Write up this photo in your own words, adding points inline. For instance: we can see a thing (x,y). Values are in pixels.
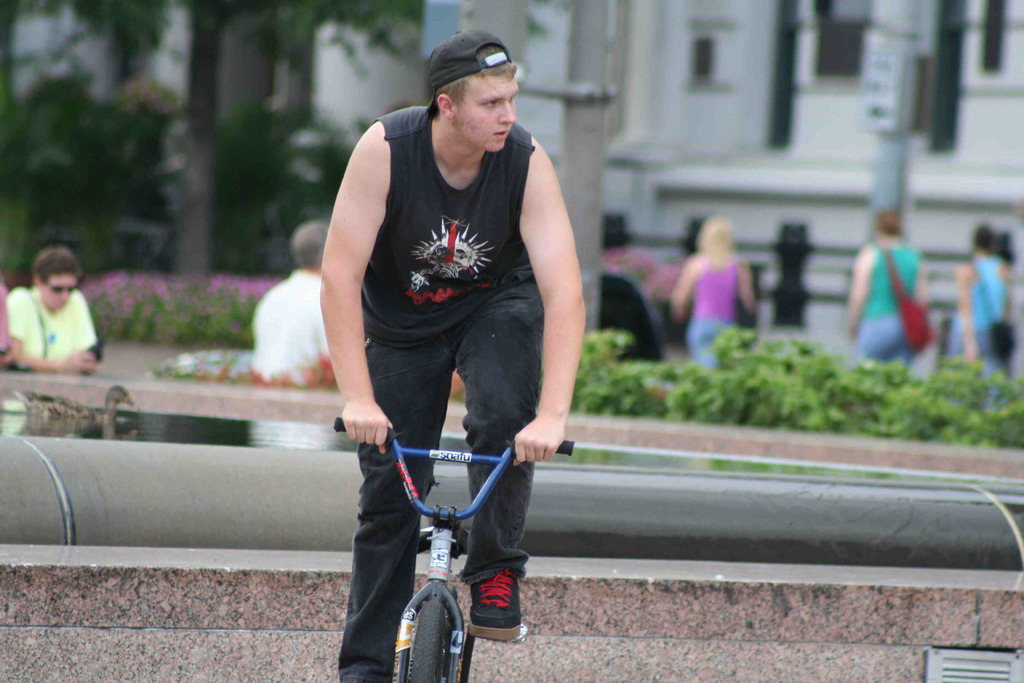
In this image there are group of people (575,275) in the middle of the image (406,294) there is one man (412,336) who is sitting on a cycle (416,506) and it seems that he is riding a cycle (438,559) on the right side (698,280) there are three people (983,281) who are walking on the left side (70,320) there are some people (69,325) and on the top of the image (722,53) there is one building (808,57) and on the left side of the top corner there are some trees (101,157) and in the middle of the image (637,386) there are some plants (607,385) on the left side of the middle of the image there are water (144,434) and on the water (48,434) there is one duck (82,419) and in the bottom of the image (255,633) there is one wall (578,608).
